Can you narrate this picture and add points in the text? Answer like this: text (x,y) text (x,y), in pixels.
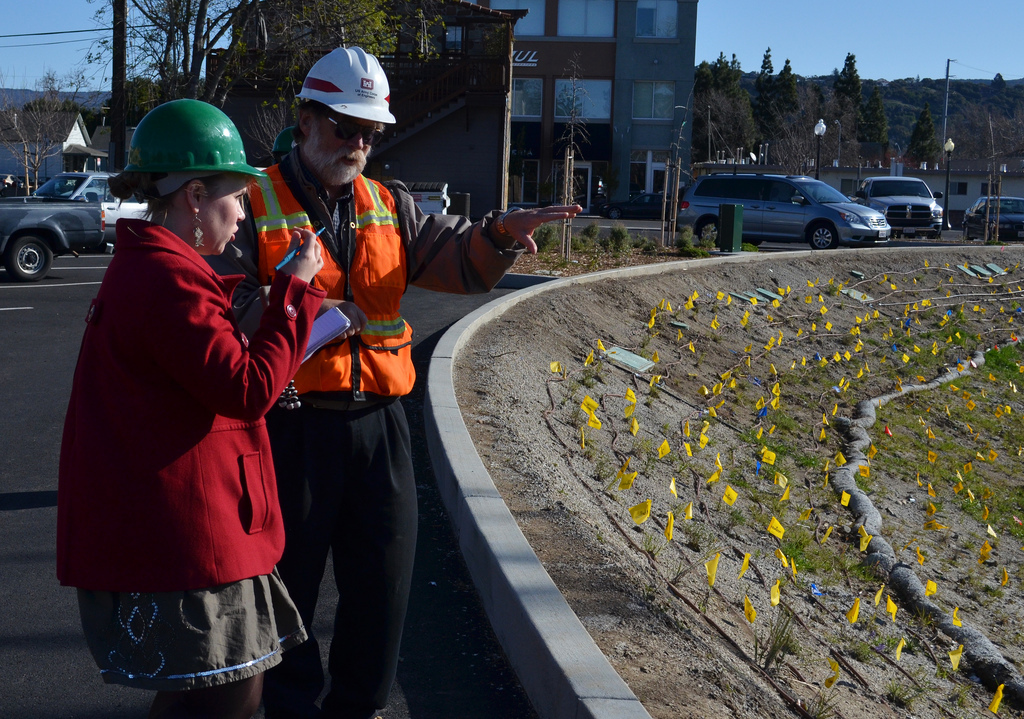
In this picture we can see two people (94,412) wore helmets (232,146) and a woman (189,565) holding a book (324,322), pen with her hands (310,254) and in front of them we can see the grass (990,488), flags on the ground (624,584) and in the background (32,222) we can see vehicles (92,210) on the road (65,270), plants (603,239), trees (265,77), light poles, buildings (472,89), some objects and the sky (810,32).
